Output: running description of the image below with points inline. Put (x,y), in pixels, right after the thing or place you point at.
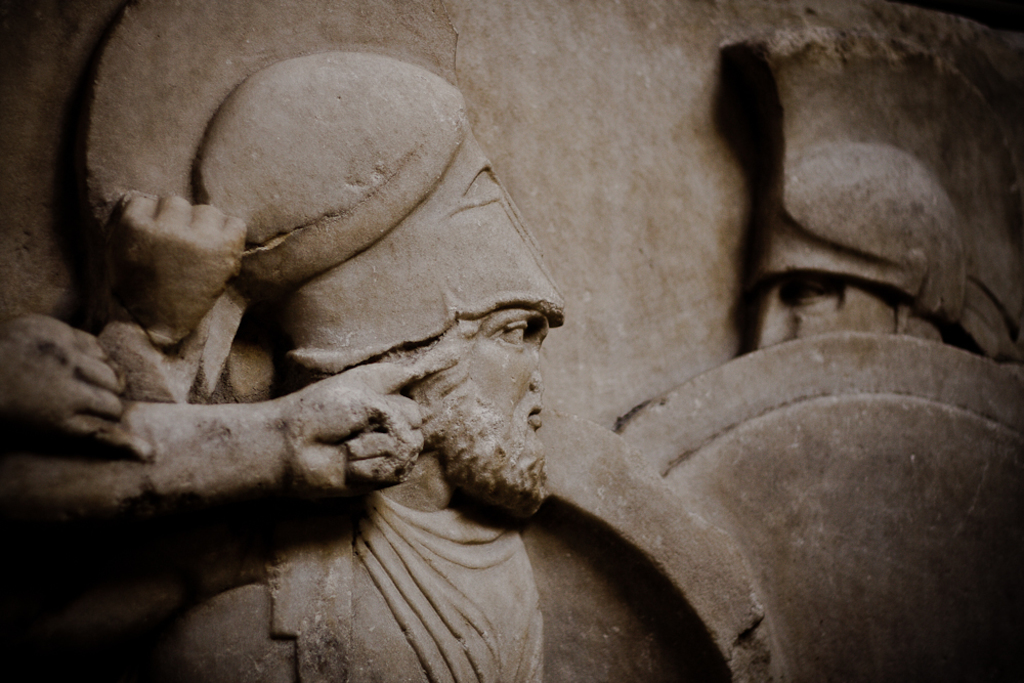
In this picture we can see sculptures (504,199) on the wall (87,82).
